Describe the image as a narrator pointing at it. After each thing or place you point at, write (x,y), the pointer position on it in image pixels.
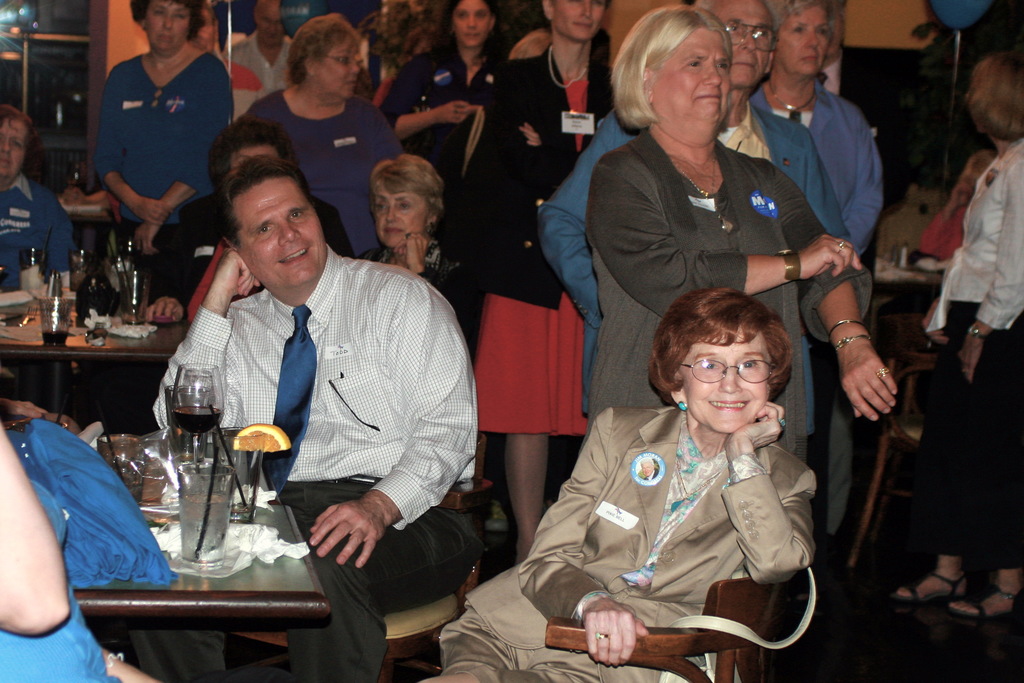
This is an inside view. In the foreground (246,389), I can see a man (322,418) and a woman (630,500) are sitting on the chair (441,625), smiling and giving pose for the picture. On the left side (202,581), I can see two tables (212,605) on which glasses (57,337) and tissue papers (241,557) are placed. In the background (776,260) there are many people (489,101) standing on the floor (887,579).
